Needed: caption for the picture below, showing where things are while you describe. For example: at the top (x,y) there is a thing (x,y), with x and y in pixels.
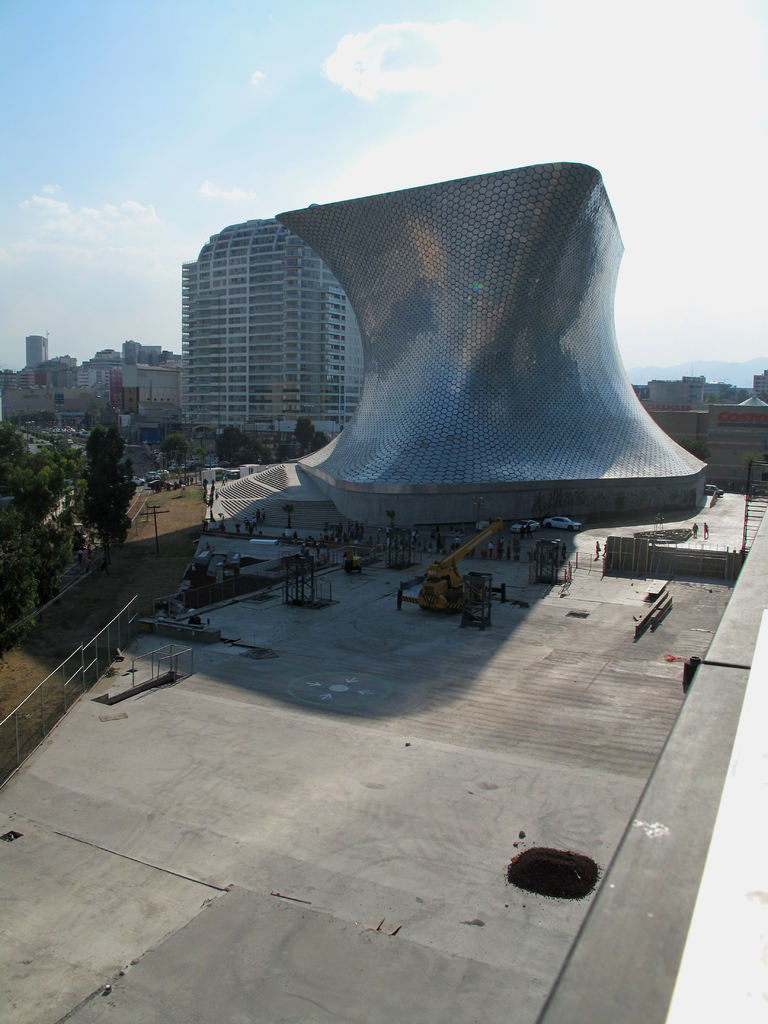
In this picture there is a building (448,454) which is in different shape and there are few other objects (403,556) beside it and there are few other buildings (231,361) and trees (103,433) in the background (146,395).
